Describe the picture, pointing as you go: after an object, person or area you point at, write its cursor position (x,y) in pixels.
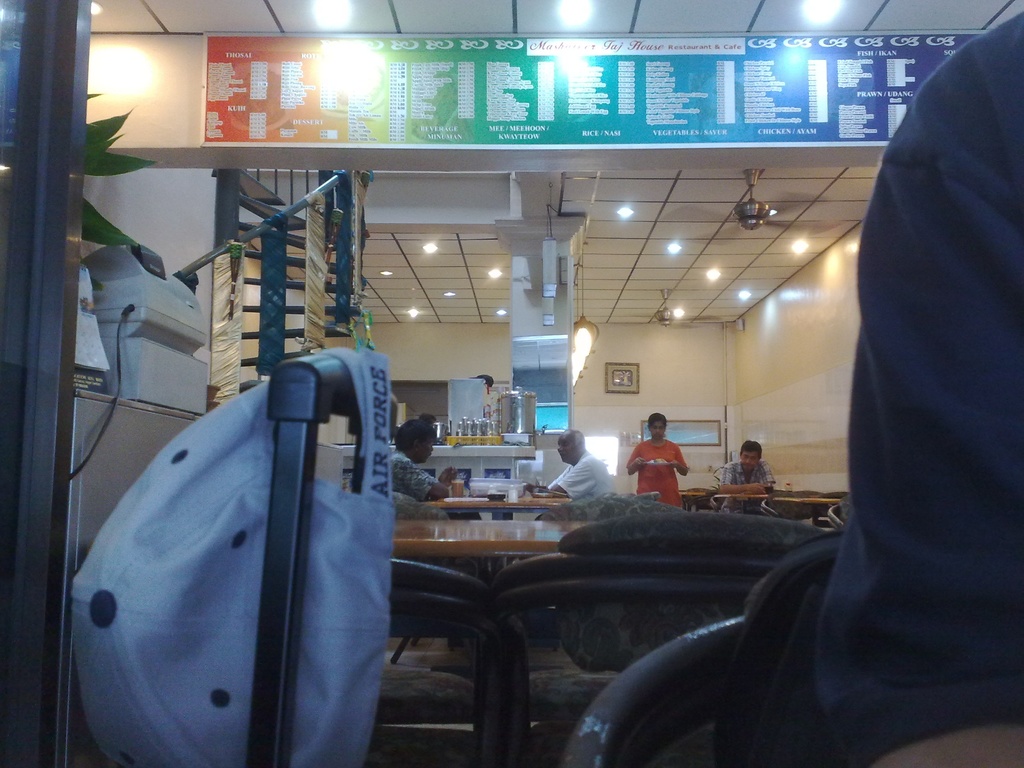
In this image I can see a cap (258,536). At the back (572,461) there are some people (584,478) sitting in-front of the table (500,510). There lights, fan (738,215) and the containers (501,416) on the table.
